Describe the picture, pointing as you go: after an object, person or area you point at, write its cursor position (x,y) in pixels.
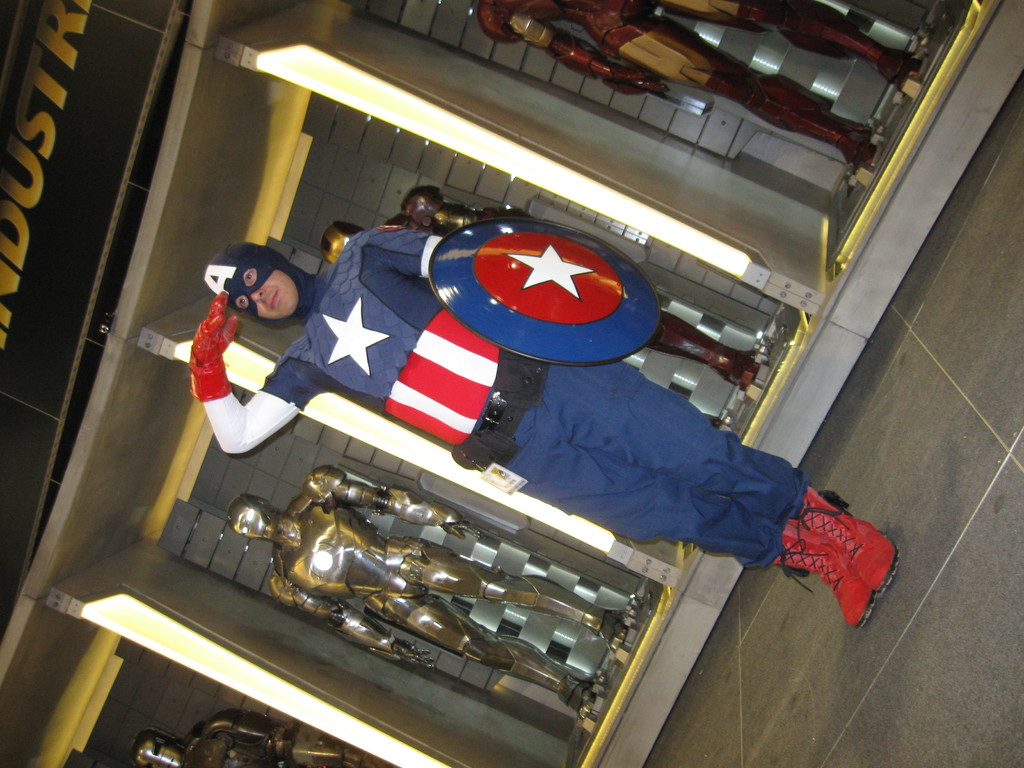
In this image there is a man (460,407) standing, he is holding an object (517,289), there are robots (342,554), there are lights (407,115), there is board (51,228) towards the left of the image (57,225), there is text (44,144) on the board (55,107), there is a wall (366,154).
